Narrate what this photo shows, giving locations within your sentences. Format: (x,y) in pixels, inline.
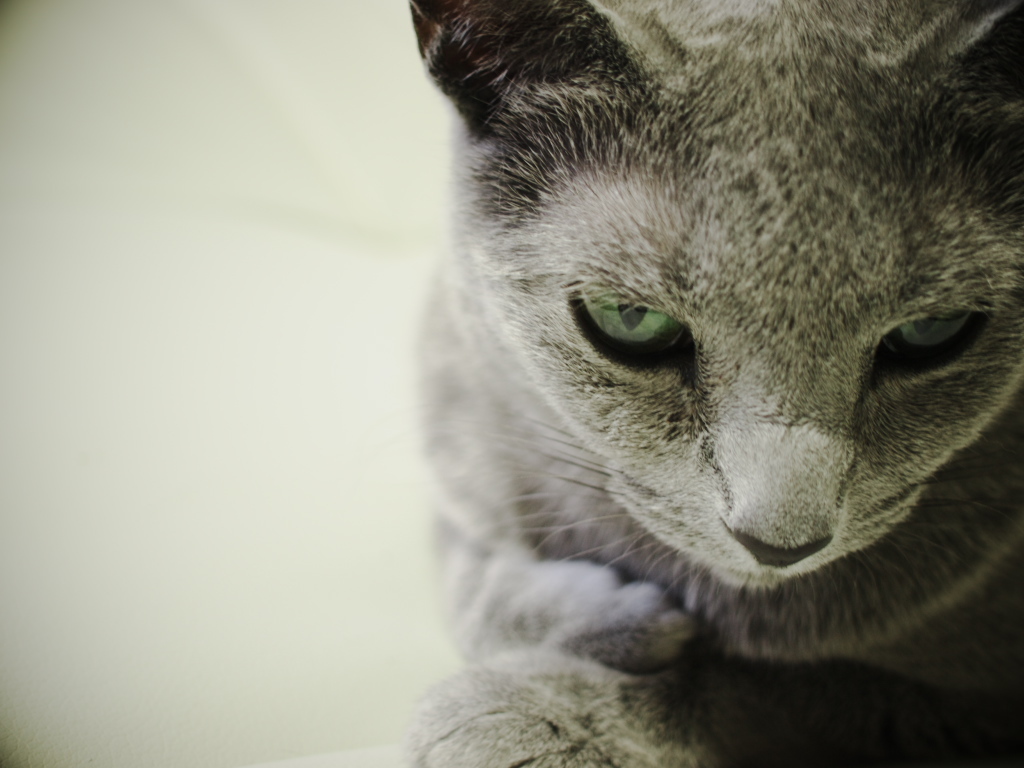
In this image there is a cat (805,288) towards the right of the image (793,342), the background of the image (245,273) is white in color.
